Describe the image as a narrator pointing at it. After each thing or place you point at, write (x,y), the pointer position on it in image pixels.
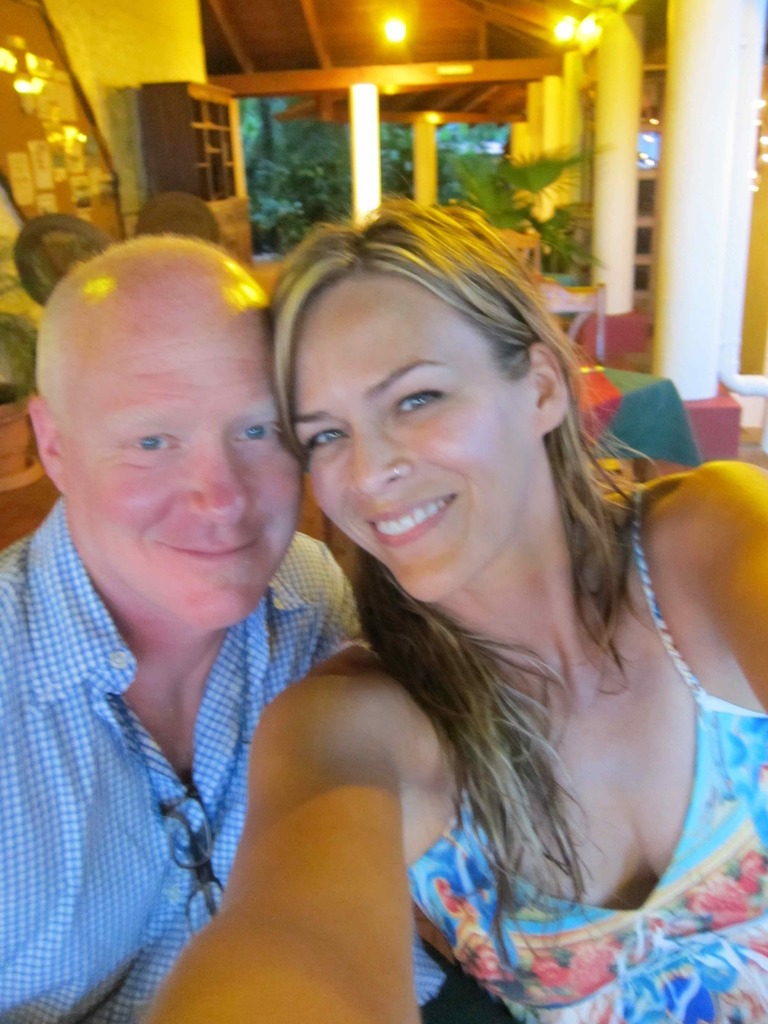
In this image we can see two persons (327,734). In the background of the image (565,179) there are shelves (219,157), lights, poles (631,206), a window (638,179) and other objects (587,381).
